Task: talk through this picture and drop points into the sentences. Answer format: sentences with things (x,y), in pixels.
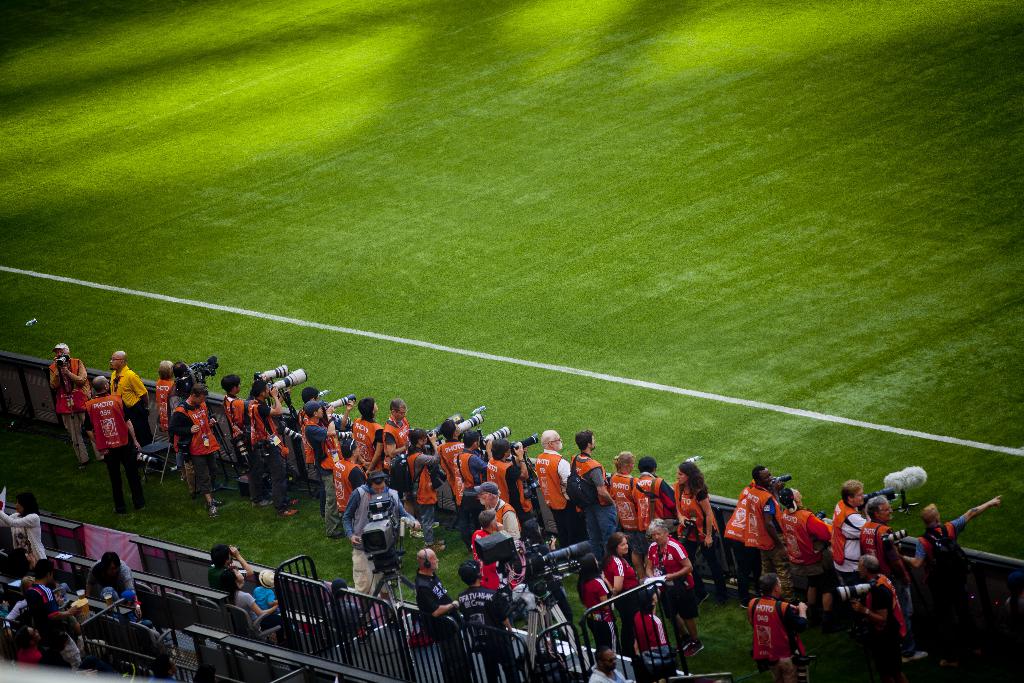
In this image I can see a ground (414,181) or a stadium (446,244), at the bottom of the image (627,644) I can see a group of people (30,634) among which few people (63,403) in the front (413,521) row are holding cameras (507,535) and facing towards the right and few people (91,389) are holding their cameras (376,555) towards the left (73,390).
